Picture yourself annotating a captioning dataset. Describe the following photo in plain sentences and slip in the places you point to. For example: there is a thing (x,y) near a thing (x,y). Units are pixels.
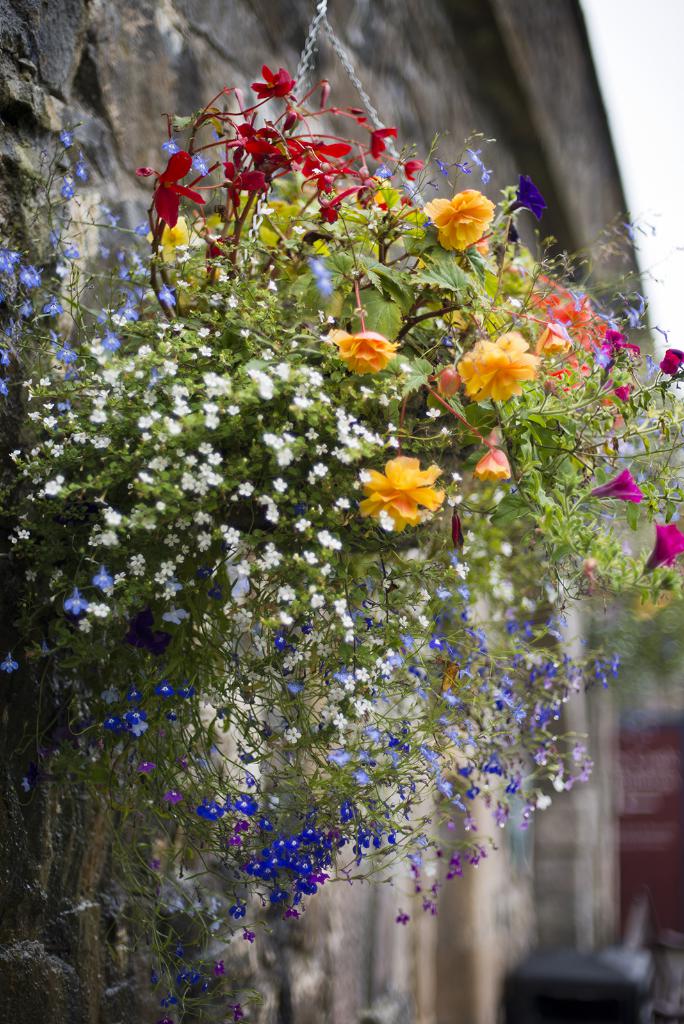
In this image we can see a potted plant (277,399) with flowers (211,472), a wall (114,61) and a blurry background (672,855).
